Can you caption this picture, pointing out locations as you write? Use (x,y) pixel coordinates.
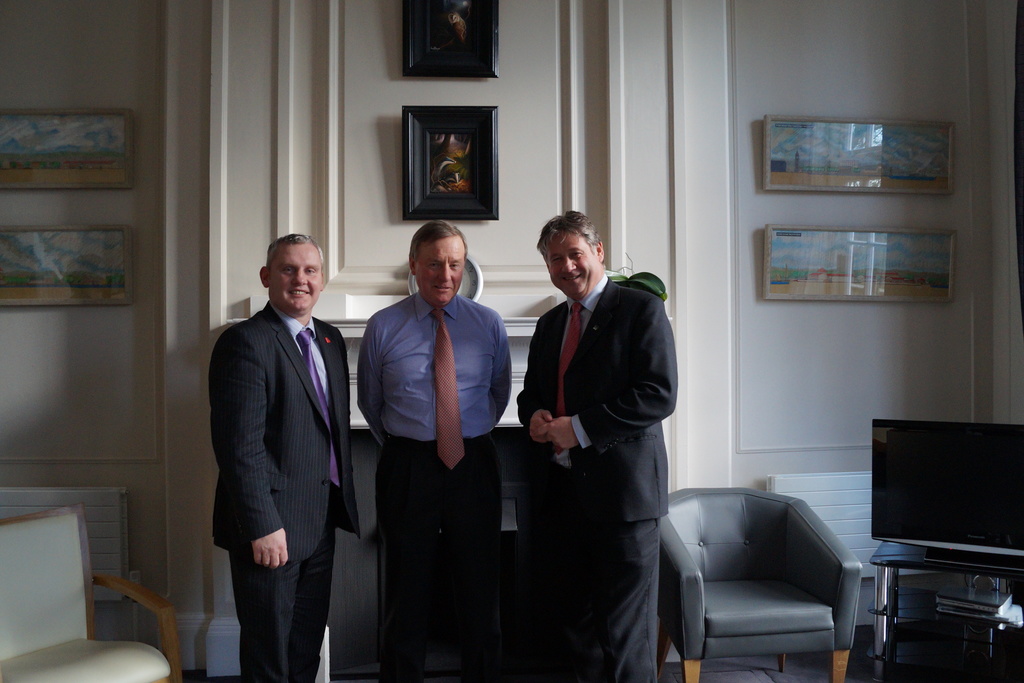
In this image in the center (423,379) there are three persons (324,415) who are standing, and on the right side (788,553) and left side (66,639) there are two chairs (775,554) and one television (926,490). In the background (246,171) there is a wall (219,180), on the wall (862,195) there are some photo frames (897,239).
